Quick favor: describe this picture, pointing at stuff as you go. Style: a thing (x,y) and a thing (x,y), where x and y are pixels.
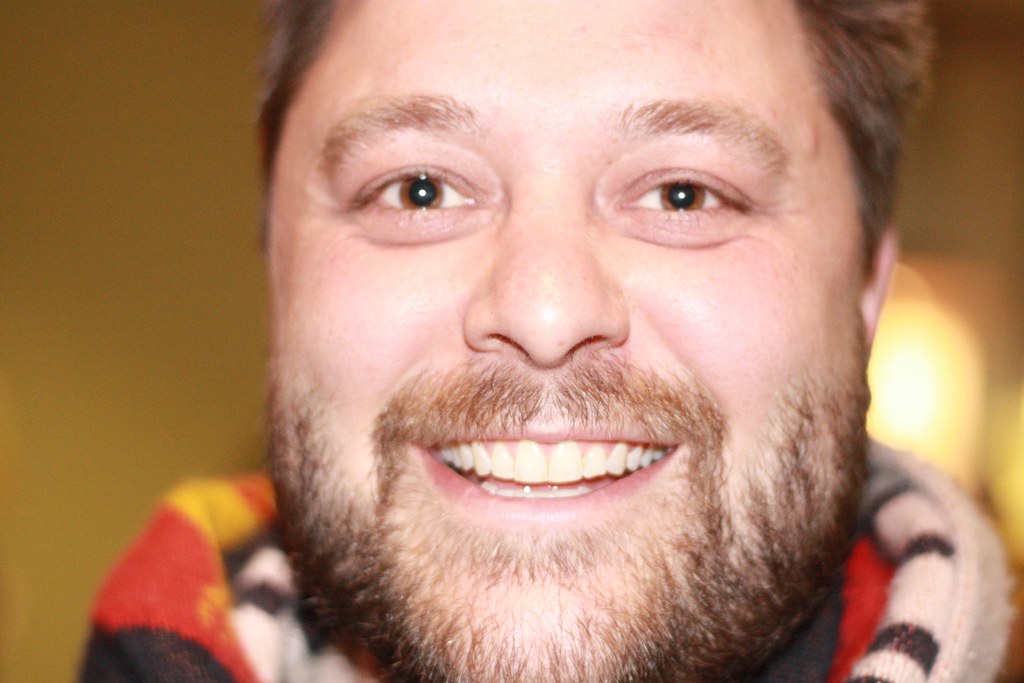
This is a close up image of a person (430,462) smiling, and there is blur background (199,114).
